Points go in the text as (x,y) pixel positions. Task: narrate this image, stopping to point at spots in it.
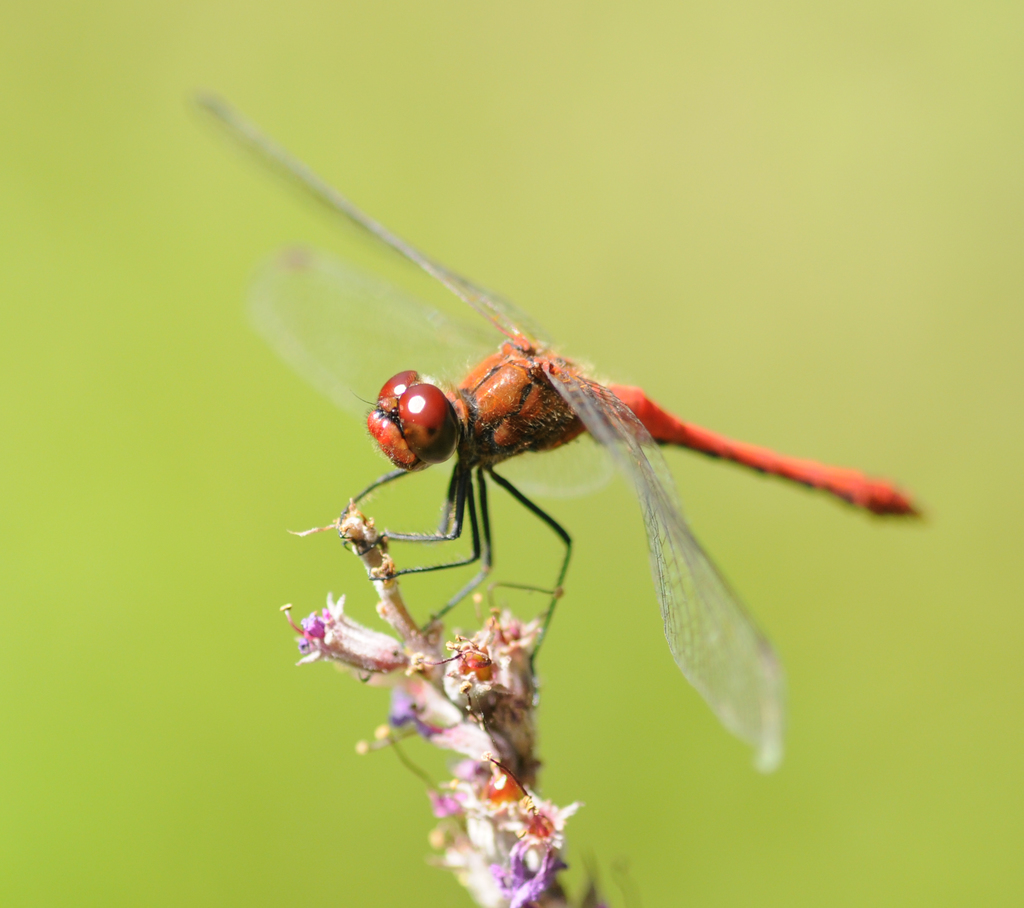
In this image, we can see a dragonfly (555,425) which is standing on a plant (486,692).
